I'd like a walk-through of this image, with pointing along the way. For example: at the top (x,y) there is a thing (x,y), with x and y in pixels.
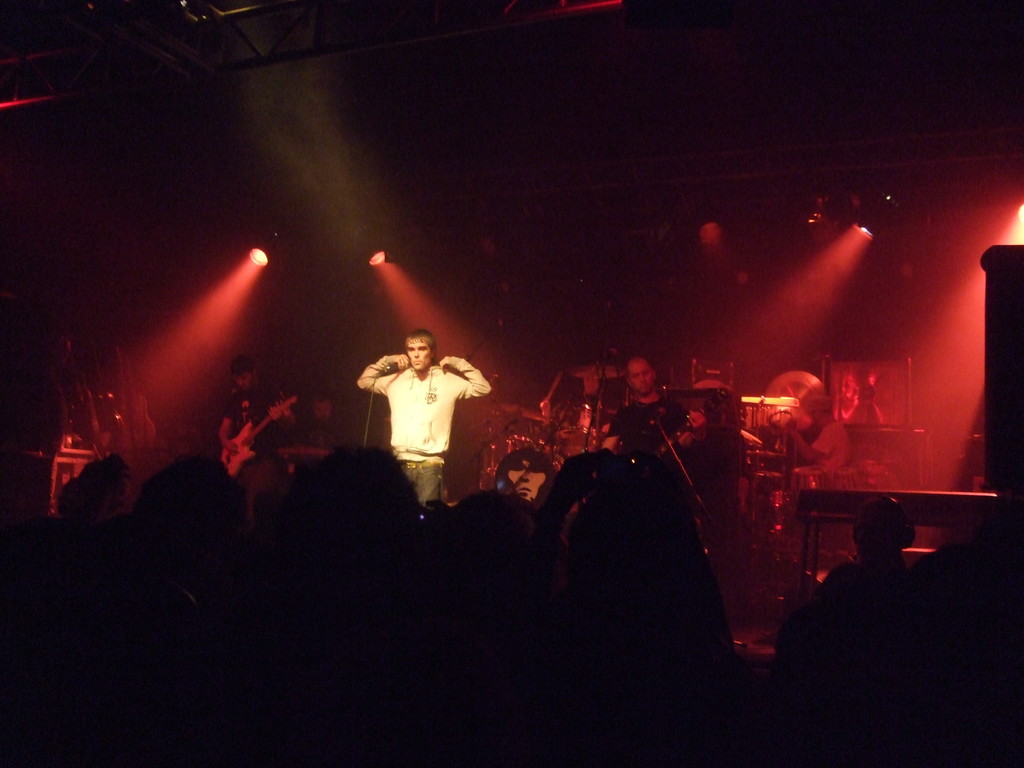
There is concert going on. A man (429,389) in the middle (420,407) with a hoodie (420,396) and light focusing on him and many musicians (692,441) in the background (240,426) playing guitar (266,427) and drums (583,425) and there are people (453,599) looking at them.
